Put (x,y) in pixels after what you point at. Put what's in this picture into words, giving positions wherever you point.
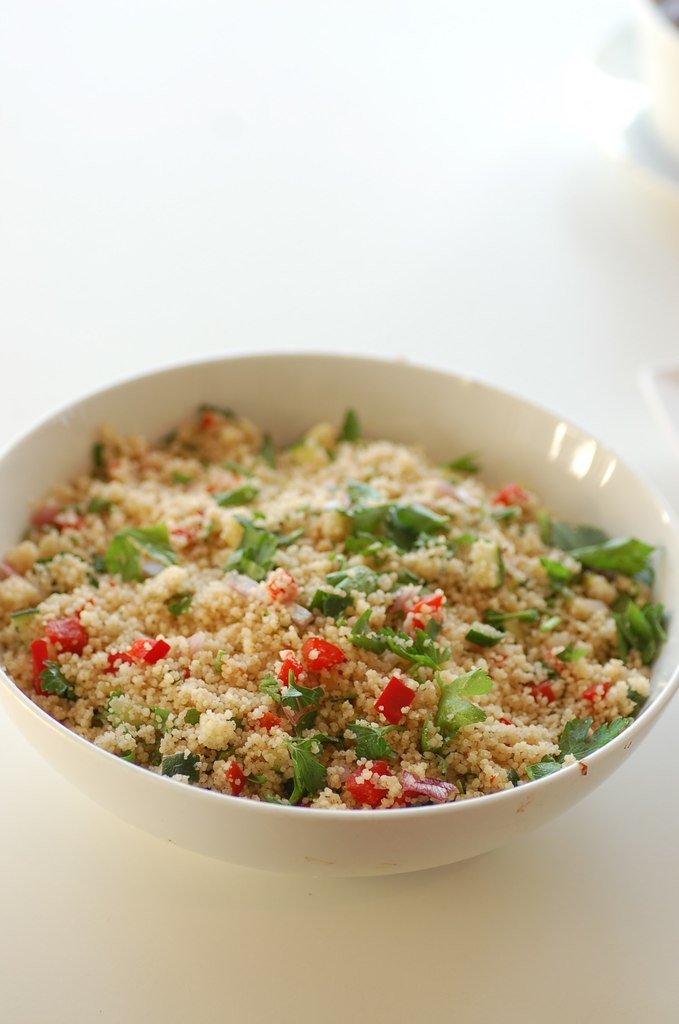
In this image I can see the white colored surface (217,913) and on it I can see a bowl (356,860) which is white in color. In the bowl (377,827) I can see some food item (275,625) which is cream, green and red in color.
